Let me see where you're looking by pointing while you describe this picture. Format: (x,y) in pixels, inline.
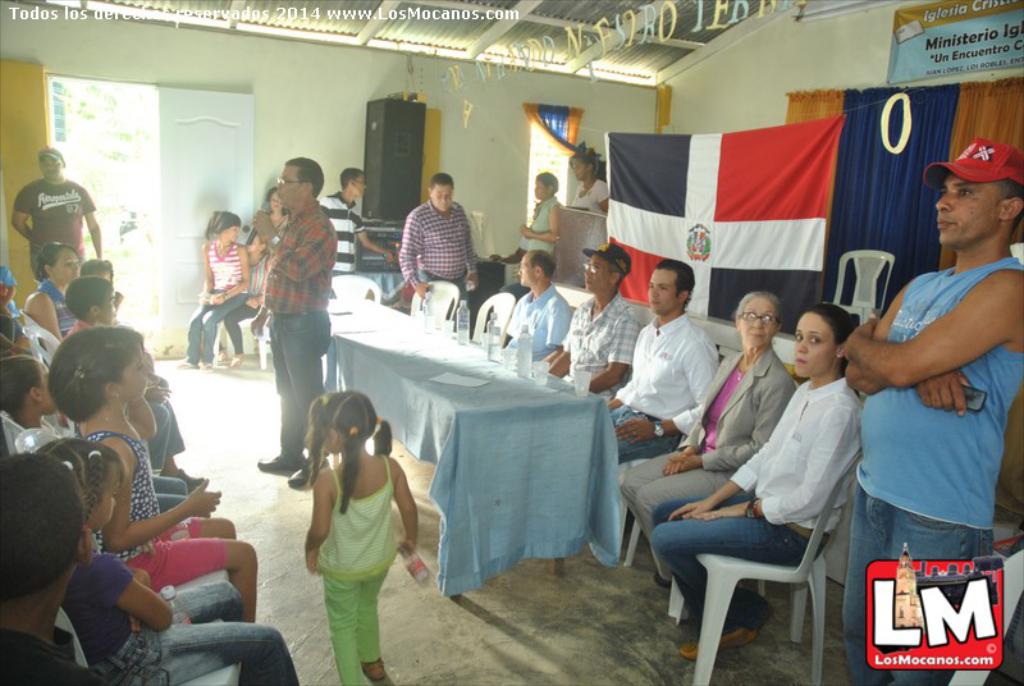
This picture is clicked inside. In the center (650,389) we can see the group of persons (597,316) sitting on the chairs (712,582) and we can see the group of people (359,242) standing on the ground (616,629). In the foreground (372,486) there is a girl (338,509) holding an object (411,561) and walking on the ground (392,605) and we can see a person (301,227) holding a microphone (252,235) and standing on the ground (254,498) and there is a table (396,396) on the top of which paper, glasses (546,378) and water bottles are placed. At the top (534,31) there is a roof (525,27). In the background (709,83) we can see the wall (743,71), banner (946,49) with the text (936,60) and we can see the curtains (921,150), window (546,156), flag (645,185) and a door (216,161) and some other items (598,242) and we can see the text (328,11) on the image.
